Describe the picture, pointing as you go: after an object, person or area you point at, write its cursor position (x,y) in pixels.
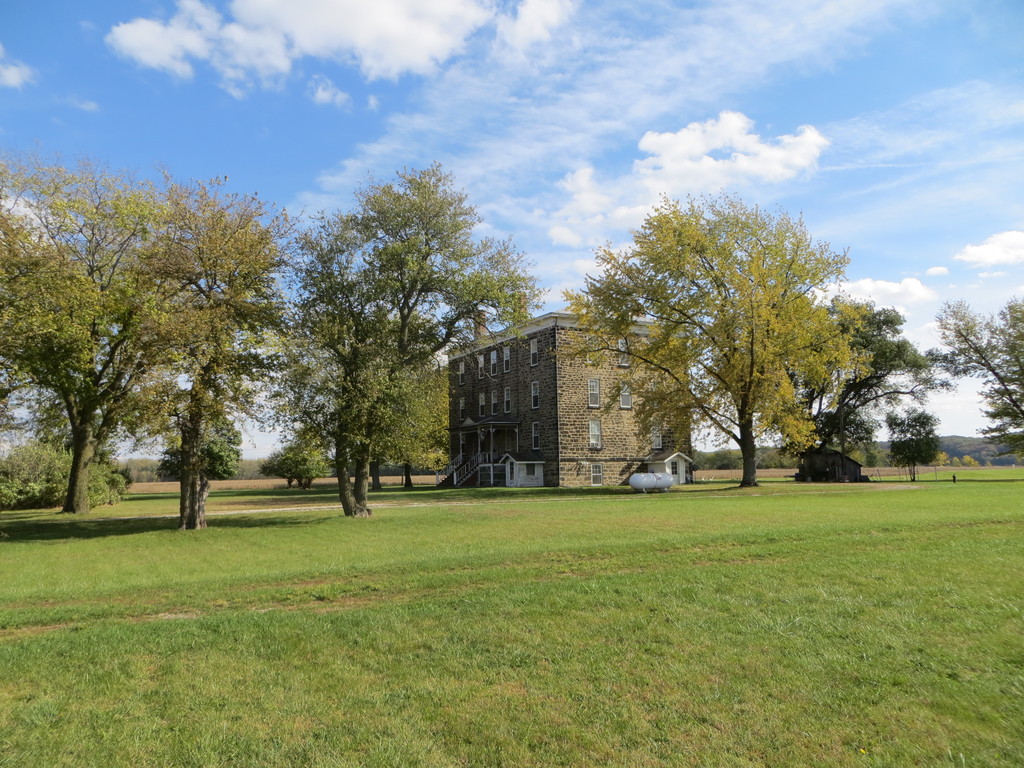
At the foreground of the image (672,644) there is open area (630,587) and at the background of the image (513,410) there are some trees (771,411), building (530,370) and cloudy sky (553,178).
